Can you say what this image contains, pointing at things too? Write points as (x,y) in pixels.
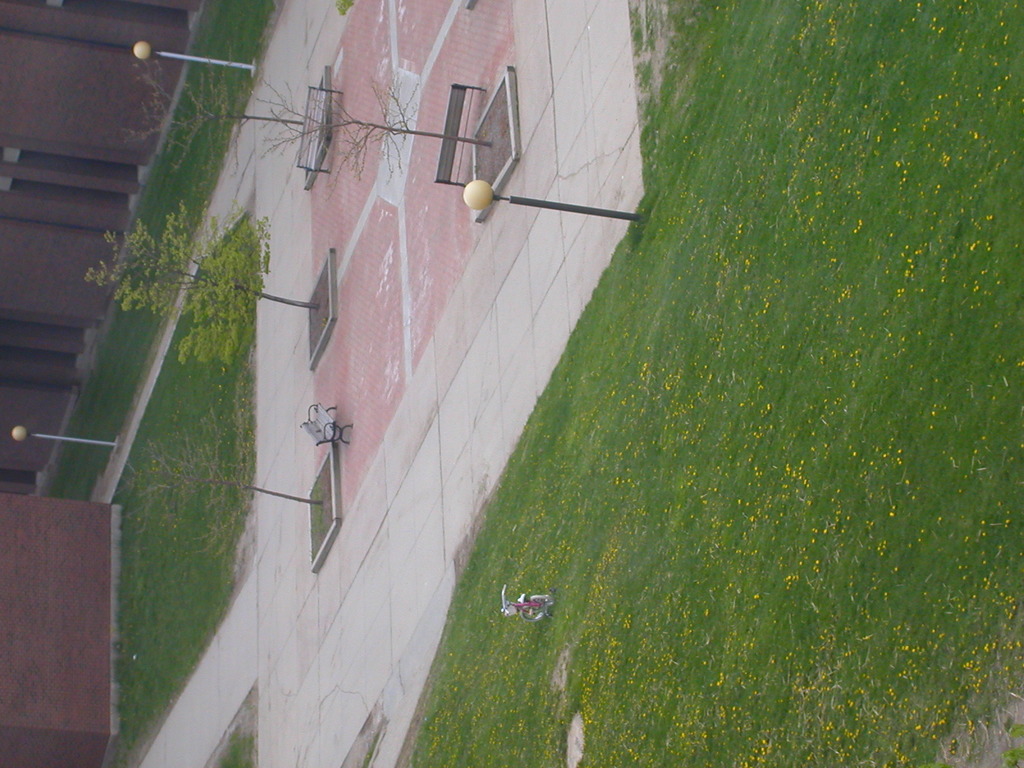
In this picture i can see the park (387,672). In the center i can see the benches (315,422), street lights (567,206), tree (234,308) and grass (205,389). In the bottom left (20,546) there is a building (50,637). In the bottom right corner (945,666) i can see the grass (911,266). At the bottom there is a bicycle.
